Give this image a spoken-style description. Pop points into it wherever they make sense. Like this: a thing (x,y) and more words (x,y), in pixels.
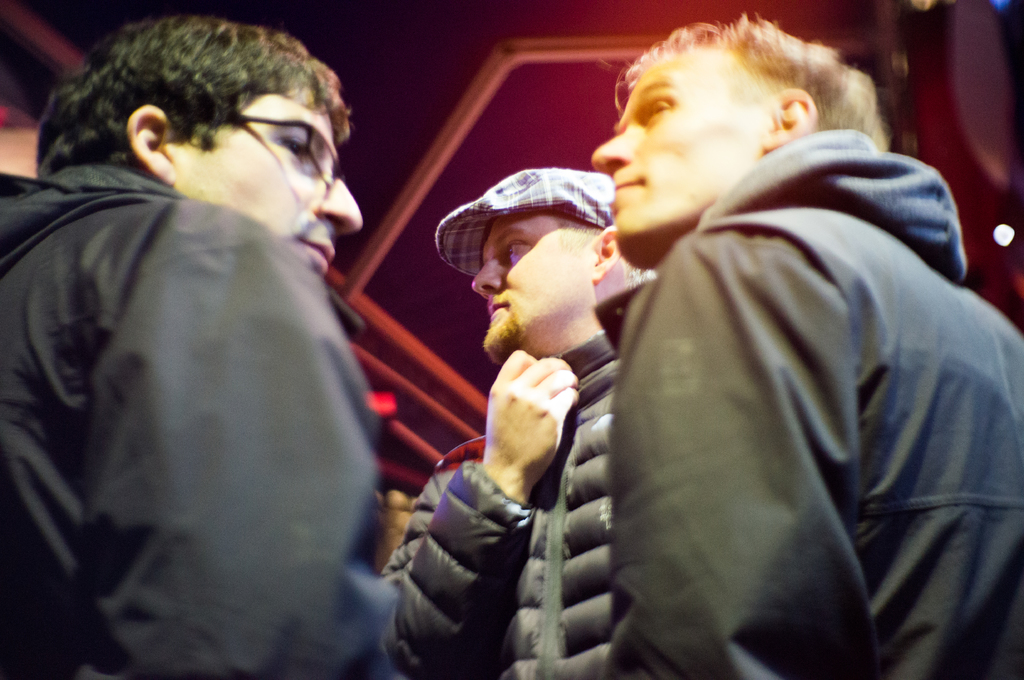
In this picture we can see three persons (722,484).
